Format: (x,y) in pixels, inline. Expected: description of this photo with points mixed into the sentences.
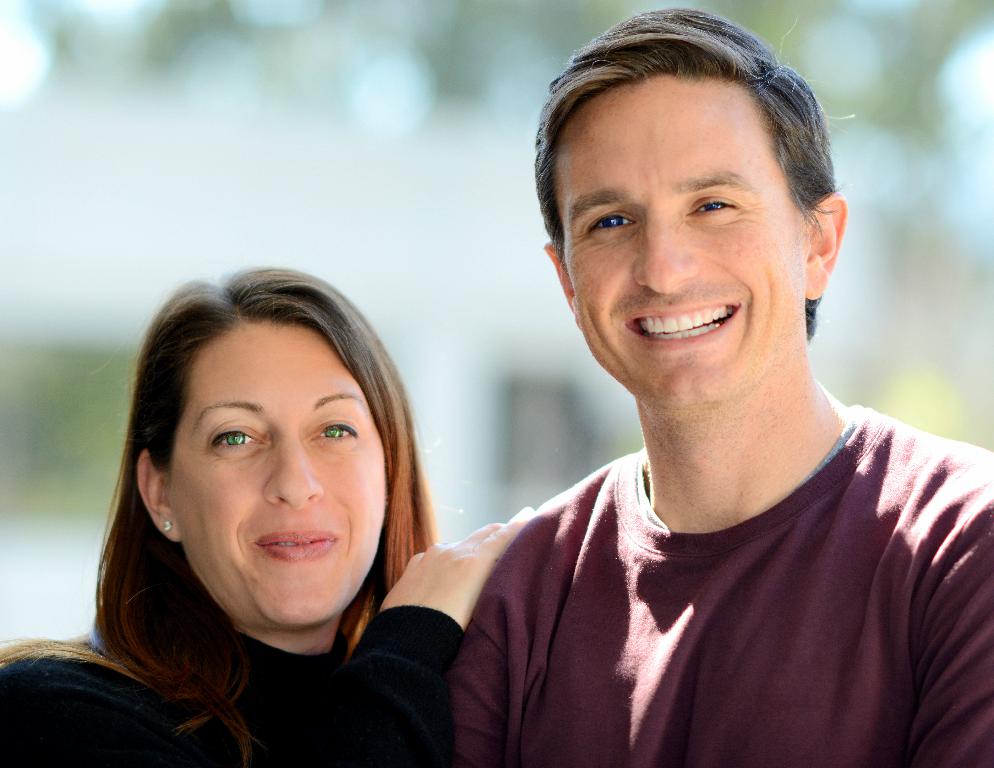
In this image I can see two people (648,574) are smiling and they are wearing black and brown color dress (799,588). Background (369,70) is blurred.
